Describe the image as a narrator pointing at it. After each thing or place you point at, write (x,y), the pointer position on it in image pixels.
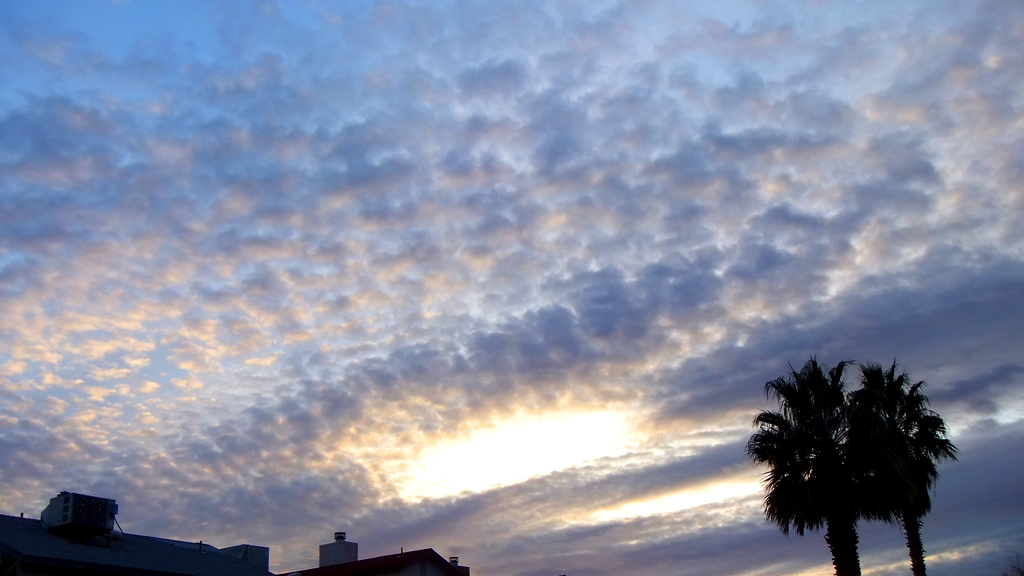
Here in this picture on the right side (856,427) we can see trees (845,498) present and on the left side (195,564) we can see houses (205,568) present and we can see sky (175,529) is fully covered with clouds (495,520).
